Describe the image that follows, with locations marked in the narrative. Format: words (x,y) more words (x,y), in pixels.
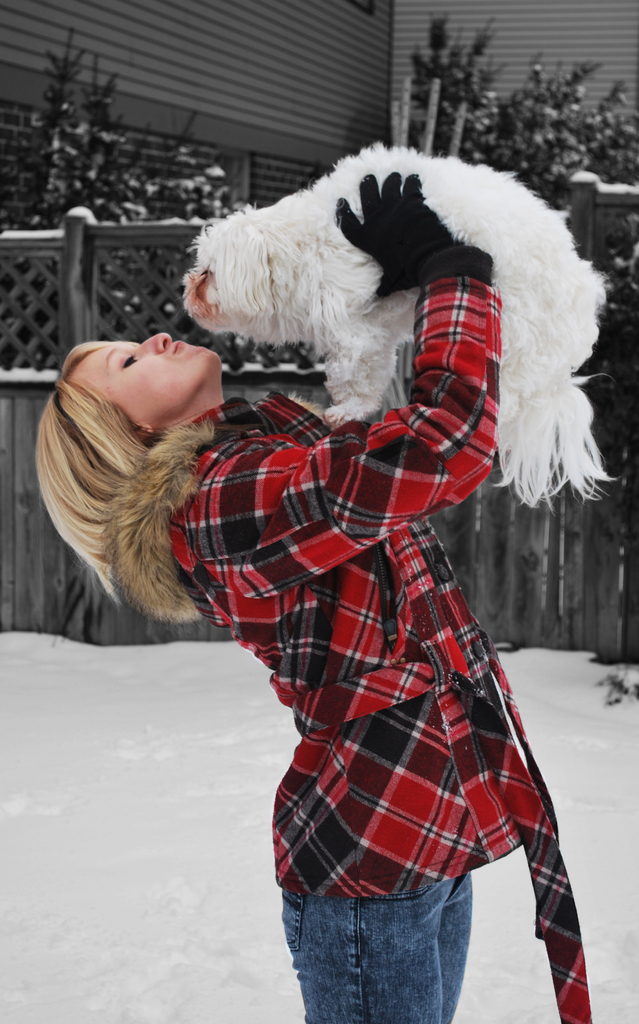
As we can see in a picture that a women (294,552) who is catching a animal (300,254) in her hand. There is a snow (72,781) around, wooden fencing (75,284) and trees (477,118).
